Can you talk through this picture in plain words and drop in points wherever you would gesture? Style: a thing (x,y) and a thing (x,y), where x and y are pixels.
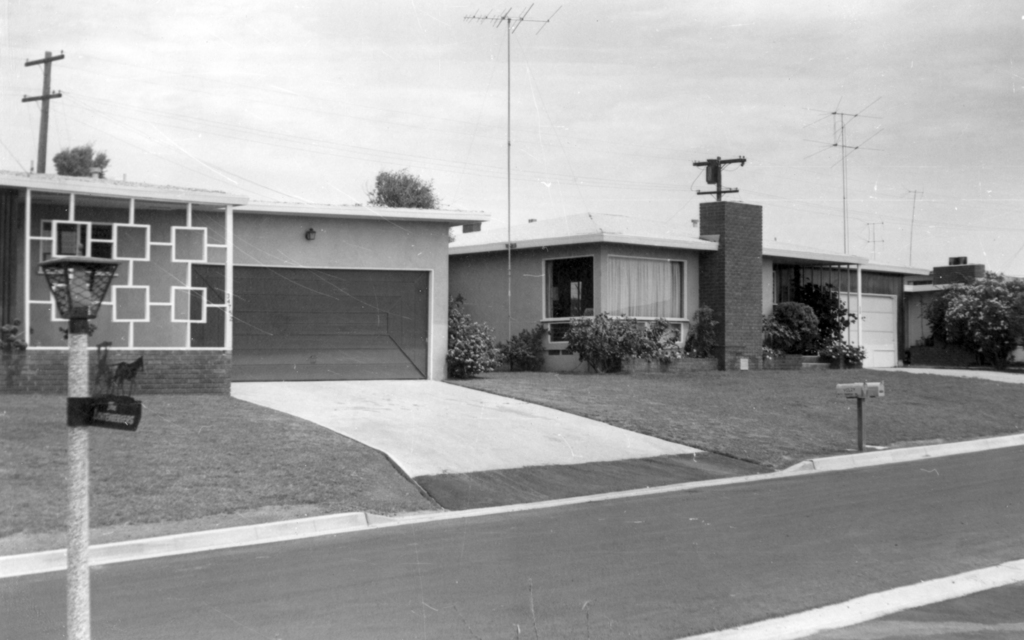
This picture is in black and white. At the bottom (298,549), there is a road (823,520). Beside the road (881,476), there are poles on either side of the road (160,577). In the center (457,336), there are buildings (738,345), grass (787,435) and plants (954,343). On the top (245,116), there is a sky (427,102) and poles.
